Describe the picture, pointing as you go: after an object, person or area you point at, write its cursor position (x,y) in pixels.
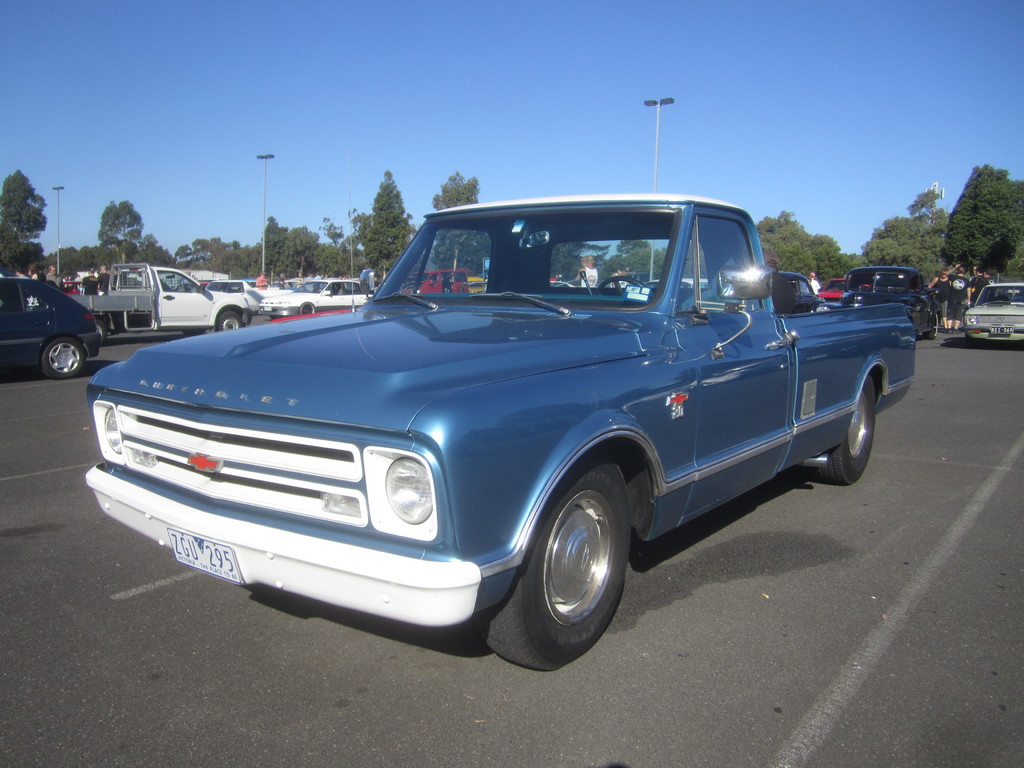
This is an outside view. Here I can see many cars (764,330) on the road (873,577) also I can see some people (950,303). In the background (246,251) there are many trees (340,238) and poles (263,209). At the top of the image (300,92) I can see the sky (319,87).
